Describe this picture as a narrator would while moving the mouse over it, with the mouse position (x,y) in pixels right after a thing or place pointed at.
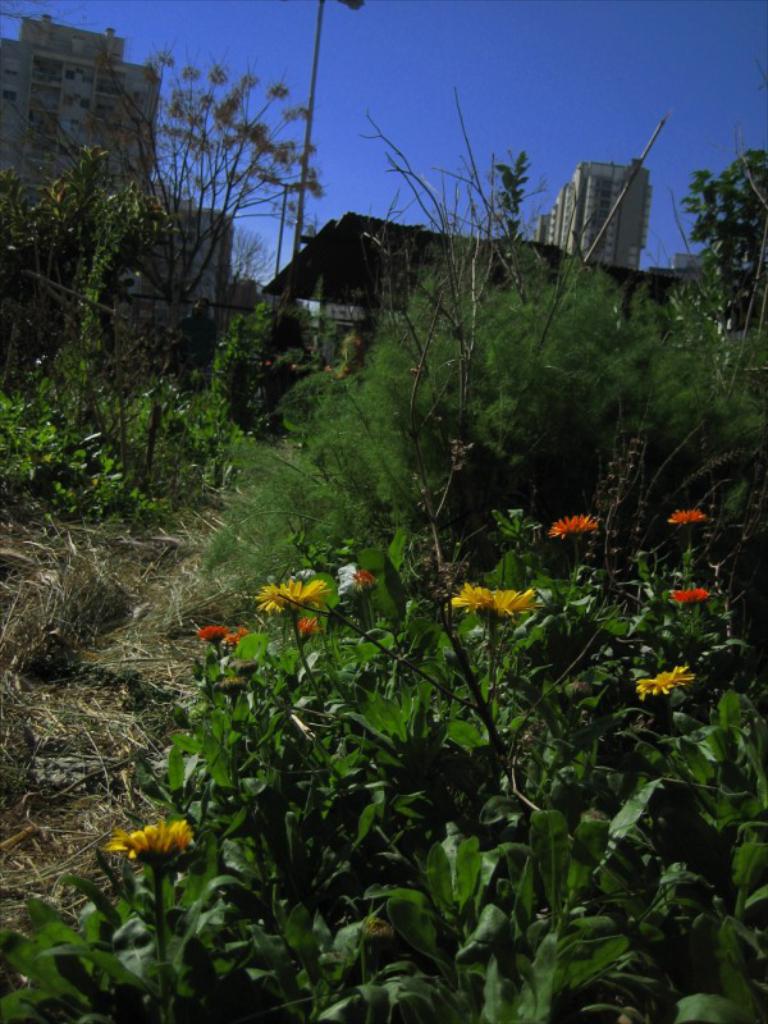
In this picture I can see buildings (361,240), trees (490,264), few plants (378,584) and flowers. I can see pole light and a blue sky (473,103).
